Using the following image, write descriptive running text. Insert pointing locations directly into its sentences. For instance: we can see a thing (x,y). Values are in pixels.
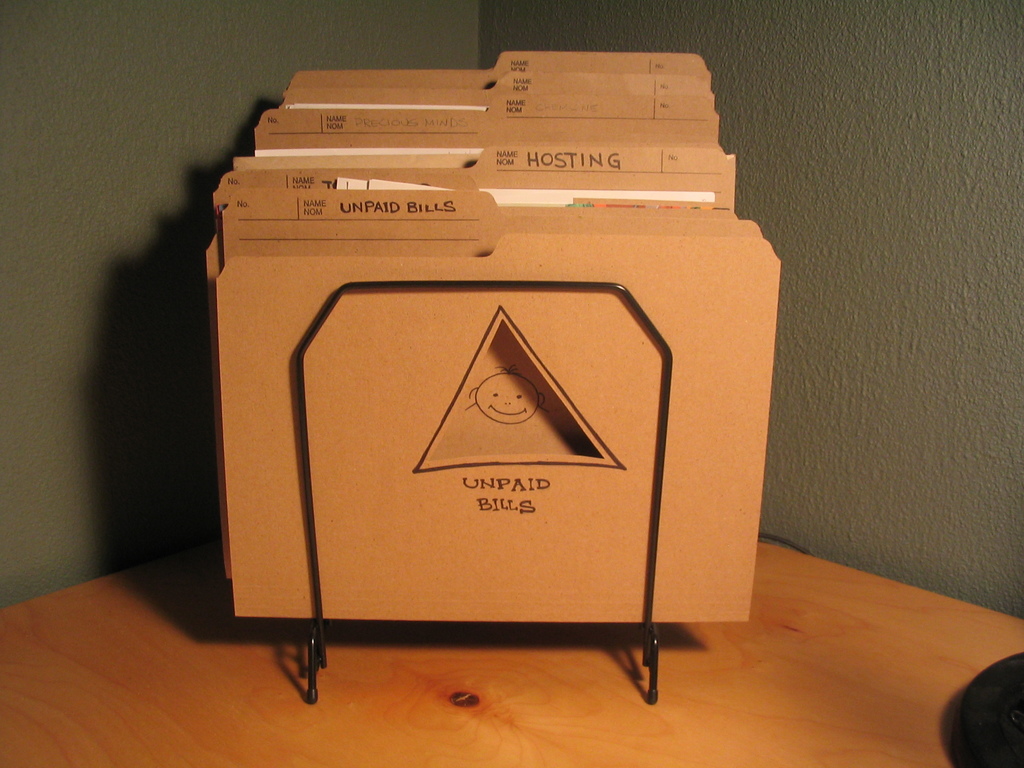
In the middle of this image (366,392) there are few card boxes (317,236) placed in a metal stand (302,431). This metal stand (647,660) is on a wooden surface (711,729). In the background (886,331) there is a wall (949,337). In the bottom right-hand corner (983,705) there is an object (1016,723). On the boxes (515,224) I can see some text (509,479).
